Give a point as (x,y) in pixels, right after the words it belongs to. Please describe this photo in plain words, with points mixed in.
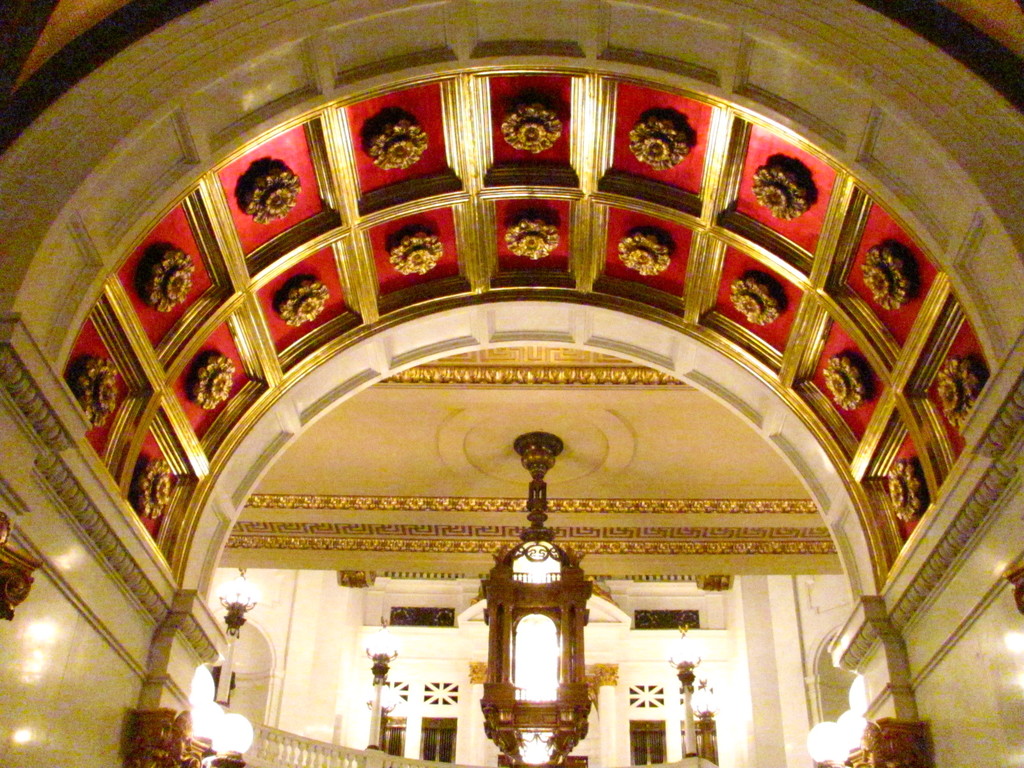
This picture is clicked inside the building (479,605). In the middle of the picture (541,469), we see a lantern (560,724) and beside that, we see a staircase (254,738). In the background (424,721), we see doors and windows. We even see a wall (363,666) in white color. At the top of the picture (403,254), we see the ceiling (562,459) of the room (355,452).
